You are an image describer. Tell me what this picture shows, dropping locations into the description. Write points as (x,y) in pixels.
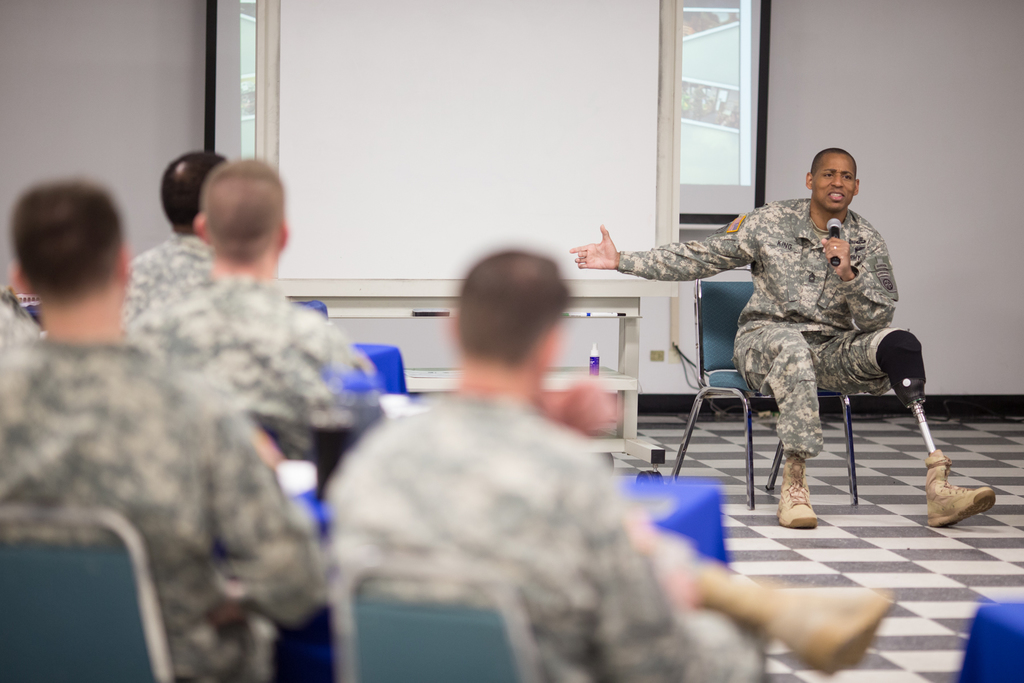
In this image we can see a group of people (705,661) wearing military dress (820,333) are sitting on chairs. One person (869,275) is holding a microphone (833,221) with his hand (840,254) and wearing an artificial leg (902,378). In the background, we can see a screen (703,164) and the wall (958,115).
